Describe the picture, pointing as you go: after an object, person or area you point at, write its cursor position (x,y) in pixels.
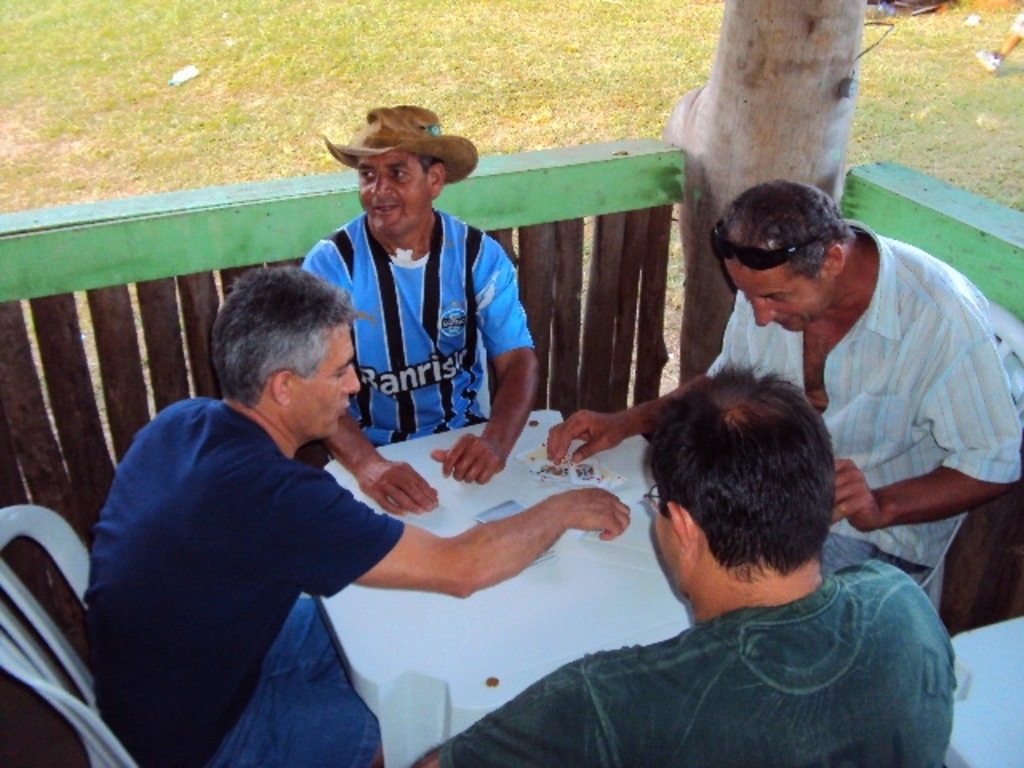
In this picture we can see four persons (402,349) sitting on chair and in front of them there is table (383,620) and on table (525,470) we can see cards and in background (19,185) we can see fence (557,209), grass (595,84). Here this four persons (374,388) are playing cards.
